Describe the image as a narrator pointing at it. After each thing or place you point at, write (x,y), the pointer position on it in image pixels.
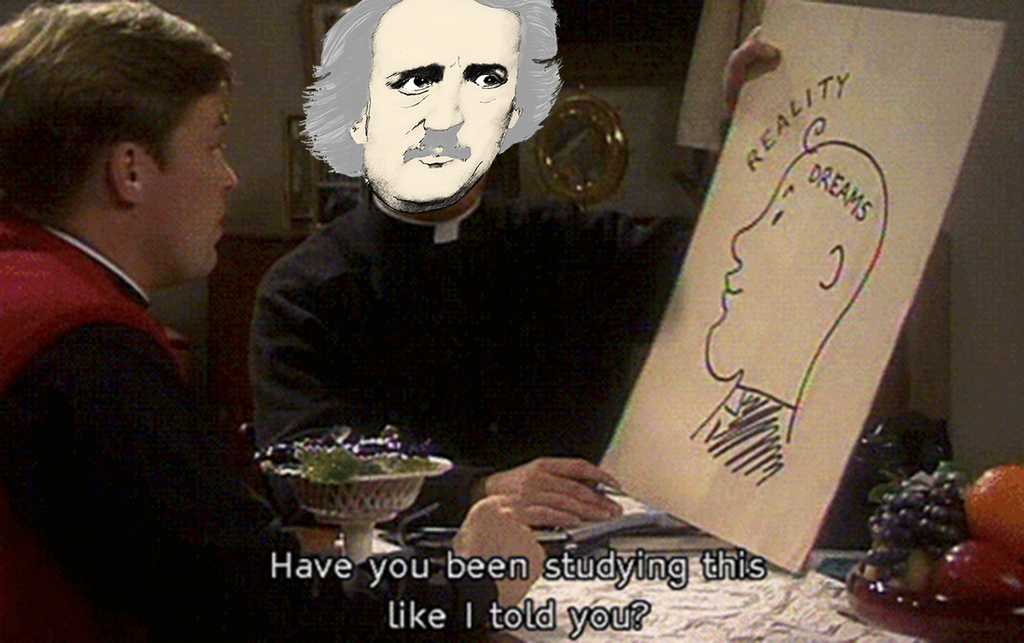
In this image I can see two persons (495,239) sitting, the person (194,400) in front (99,376) wearing red and black color shirt (132,384), and the other person (337,343) is wearing black color dress (516,337) holding a brown color sheet (755,362). In front (985,593) I can see few fruits (875,562) on the brown color surface (923,605). The fruits (970,592) are in black, orange and red color, background (1019,419) the wall (665,113) is in cream color.
